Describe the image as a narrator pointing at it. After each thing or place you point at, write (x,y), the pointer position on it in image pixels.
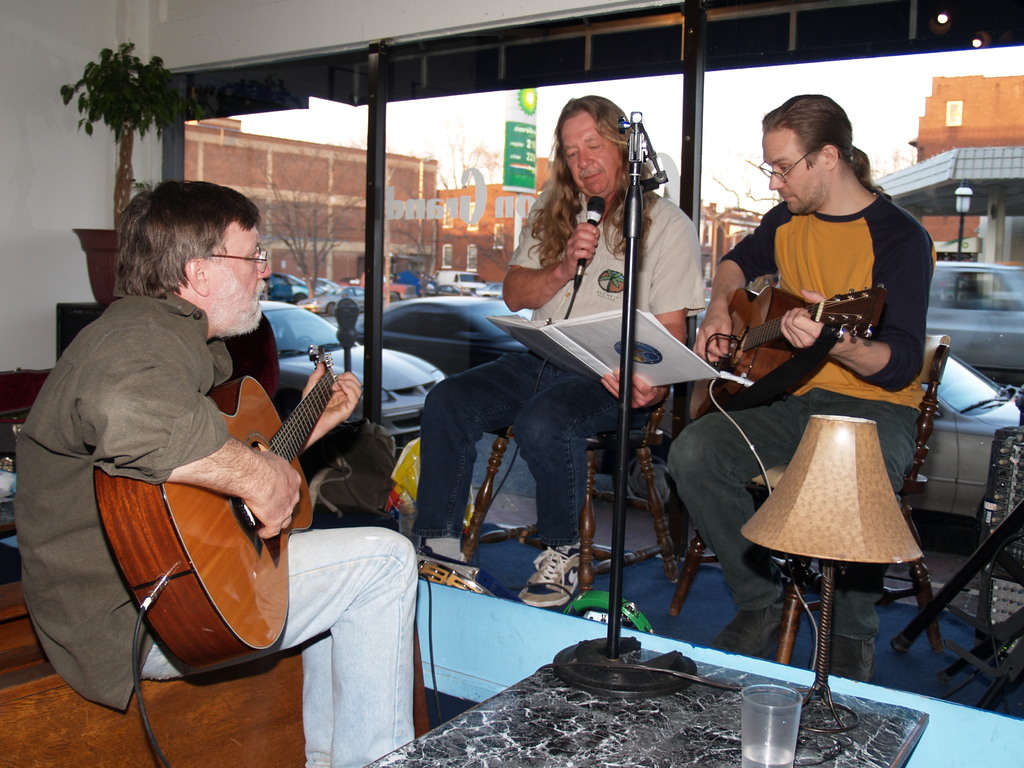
In this image there are three men (578,486) sitting on the chairs (488,529). two men (303,599) were holding and playing guitars (240,498) and the other man (641,278) is singing a song using a mike (598,213). This is a book (584,341). This is a mike stand (647,149). this is a table (674,725) with a tumbler (788,717) and a lamp (819,673) placed on it. Here I can see a small plant (129,160) which is planted in the flower pot (105,266). At background (434,319) I can see vehicles (448,305) parked. This is a building (338,164) which is red in color. At the right corner of the image (958,249) I can see a street light (968,198) and this looks like a banner (525,146) which is hanging.
